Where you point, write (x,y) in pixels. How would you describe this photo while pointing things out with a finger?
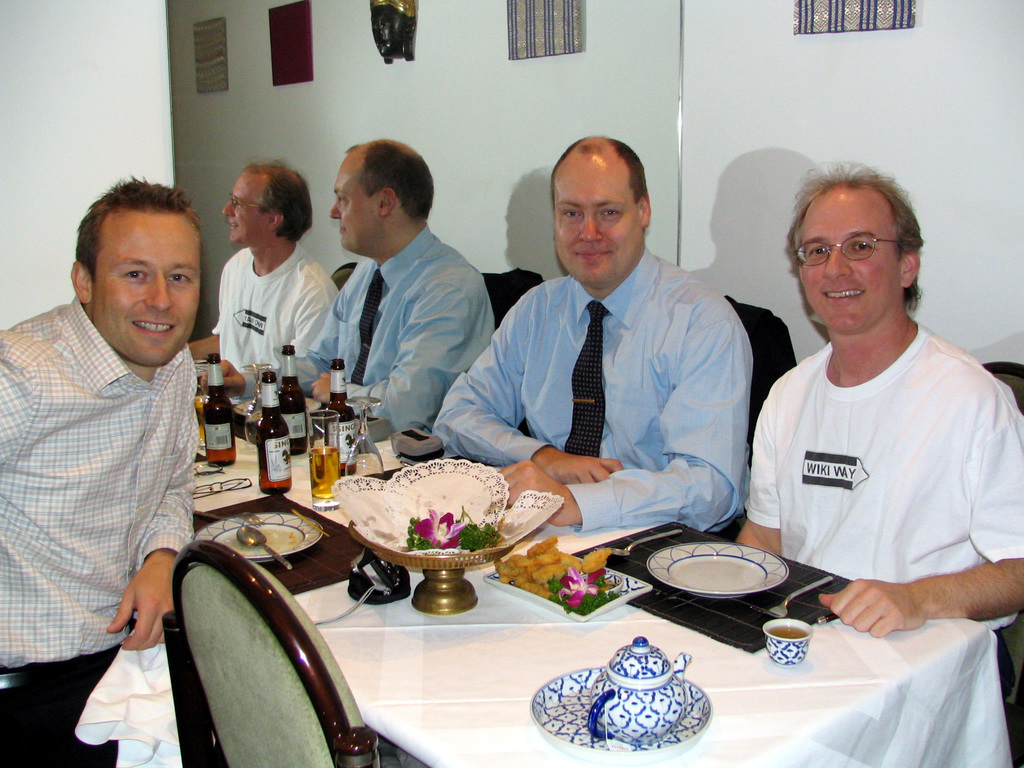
In this image I can see group of people (85,244) sitting. In front (812,474) the person (851,494) is wearing white color shirt (828,478) and I can also see few bottles (220,370), plates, spoons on the table (409,730). Background (288,48) I can see few frames (285,61) attached to the white color surface (467,145).
